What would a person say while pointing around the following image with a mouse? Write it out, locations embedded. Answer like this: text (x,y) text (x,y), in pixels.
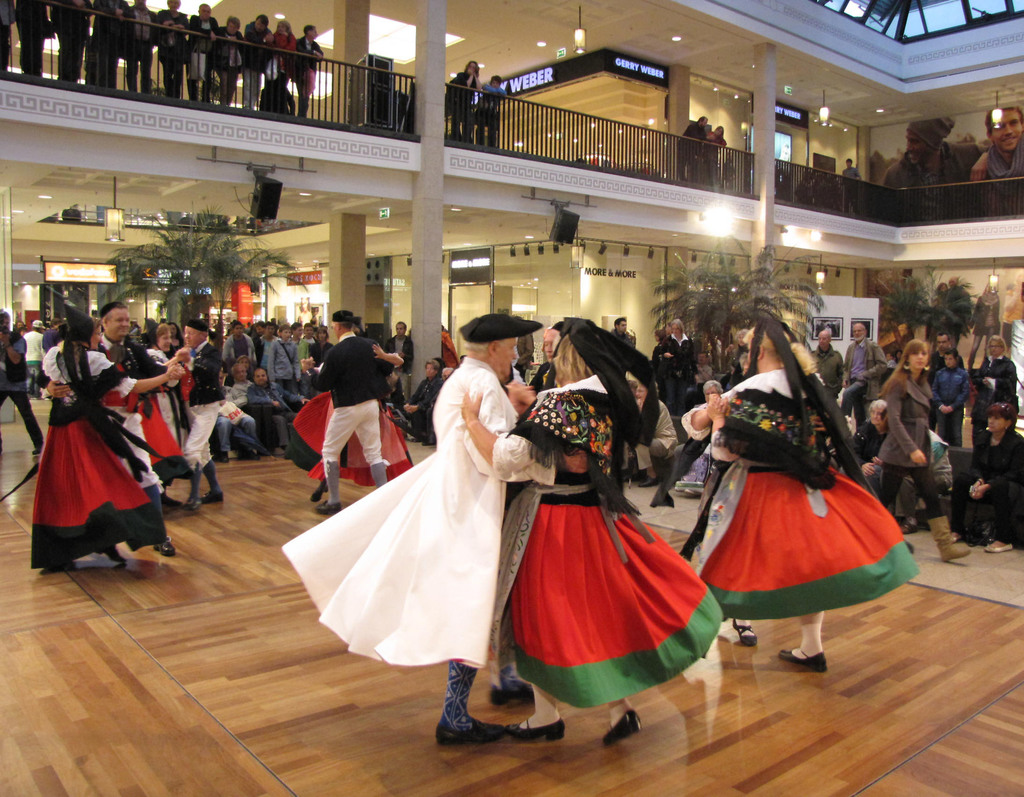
There are persons (187,330) in different color dresses (334,557), dancing on the floor (875,673). in the background (1007,421), there are persons (982,441) watching them, there are persons (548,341) sitting, there are trees (890,318), there are pillars (433,264), there are persons (74,62) on the first floor (321,68), there are lights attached to the roof (539,28) and there are speakers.
